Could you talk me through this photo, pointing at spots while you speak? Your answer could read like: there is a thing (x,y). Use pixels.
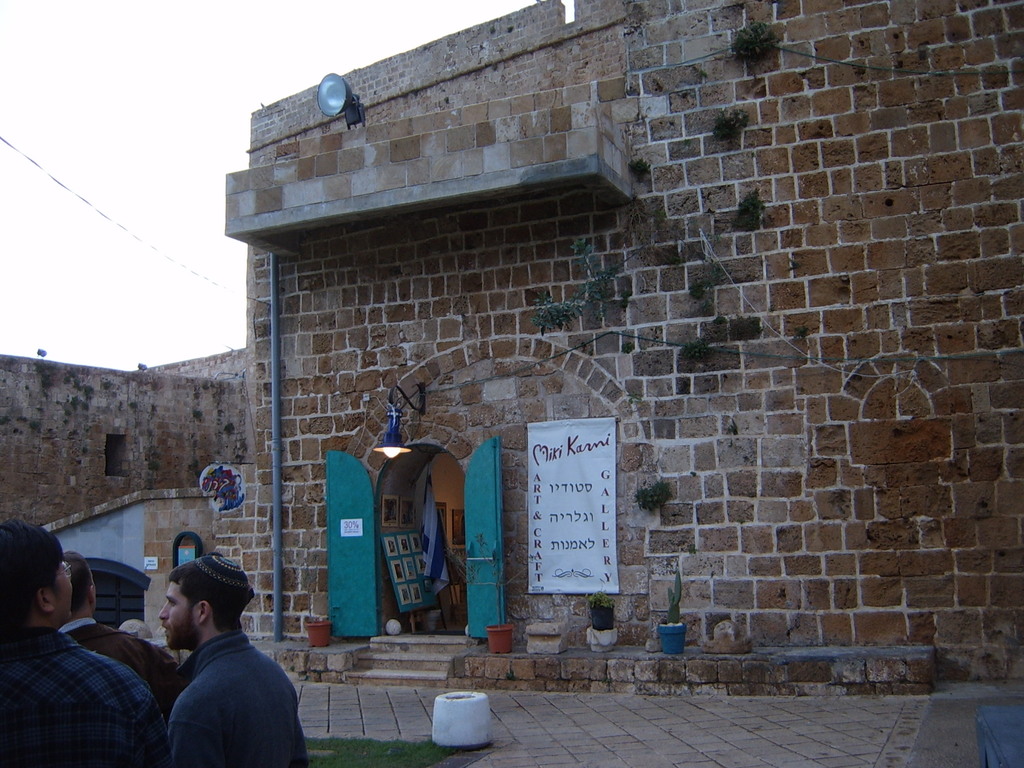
In the image on the left bottom (204,741), we can see a few people (118,671) are standing. In the background (113,146), we can see the sky (225,23), clouds (186,66), buildings (297,328), banners (579,437), light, wall (298,430), door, gate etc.
